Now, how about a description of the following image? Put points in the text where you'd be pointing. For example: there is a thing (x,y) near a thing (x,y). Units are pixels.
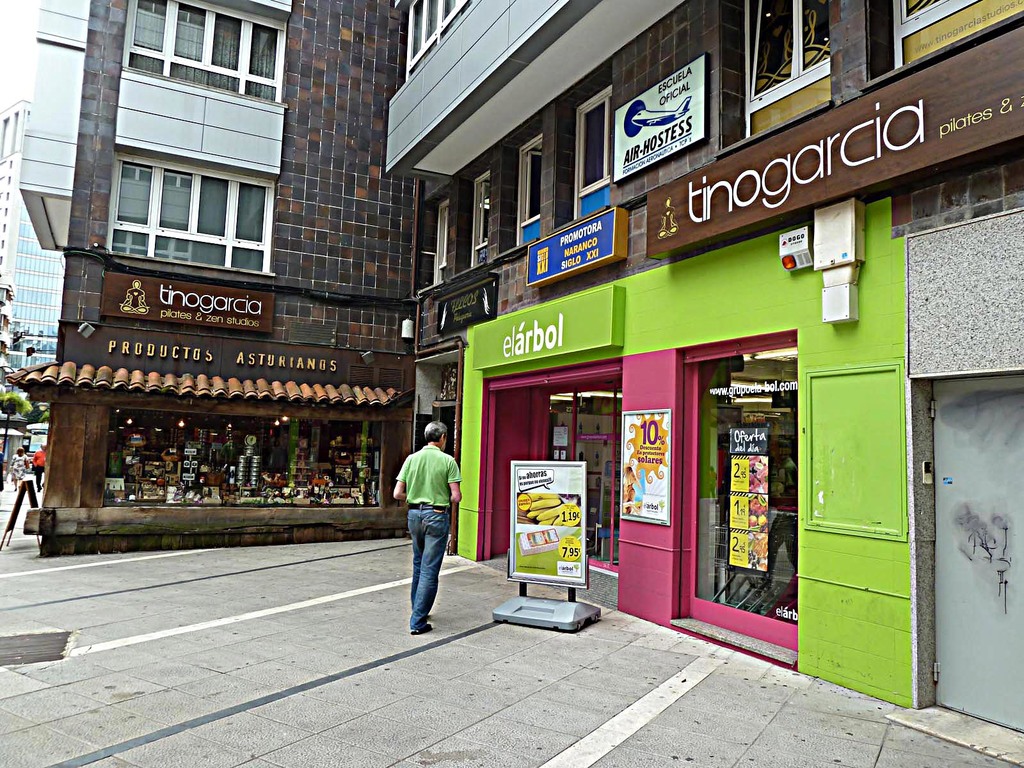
In the middle of the picture (409,480), we see a man (426,492) in green T-shirt (412,501) and blue jeans (436,515) is walking. Beside him, we see a board (544,547). In front of him, we see a building (653,48) in brown and grey color. It has a glass door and it is in green and pink color. On the building (642,255) we see a green board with some text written on it. On the right side (982,645), we see a grey color door (982,521). We see a brown color building (333,280). We see a brown color board (208,339) with some text (202,303) written on it. On the left side (42,465), we see two persons (18,474) are walking. Beside them, we see trees (7,393) and a building (63,290).
